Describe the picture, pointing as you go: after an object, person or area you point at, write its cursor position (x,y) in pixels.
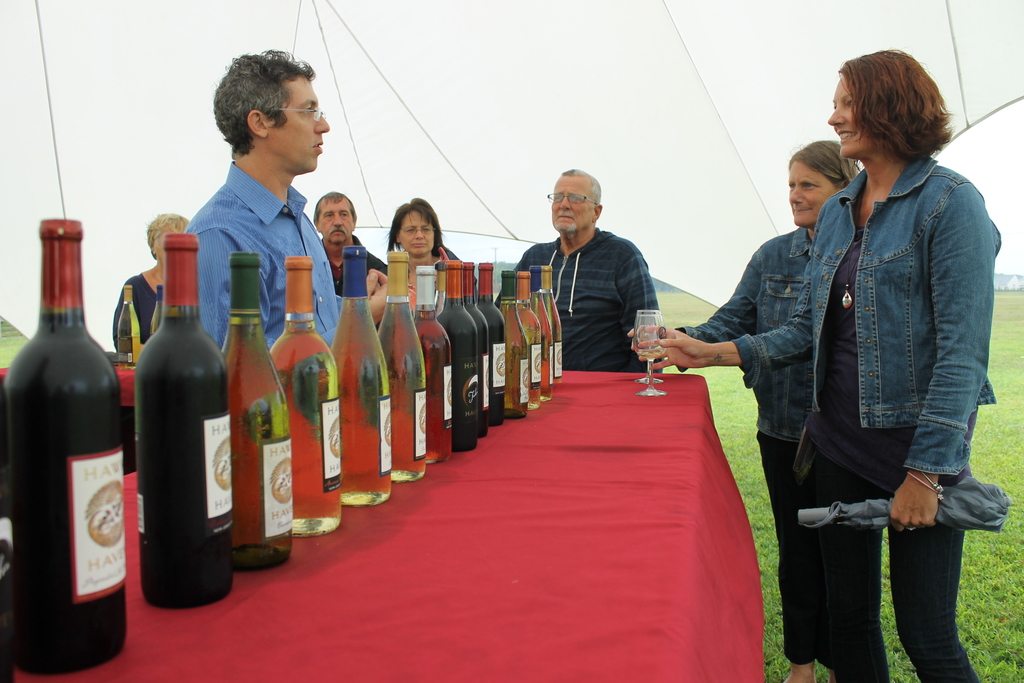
In the picture we can find a desk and a wine bottles (159,431) on it near to the table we can find some people (559,281), and a woman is holding a glass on the table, on the table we can see red cloth (127,512), in the background (63,169) we can find a sky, tent (495,50) and grass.
